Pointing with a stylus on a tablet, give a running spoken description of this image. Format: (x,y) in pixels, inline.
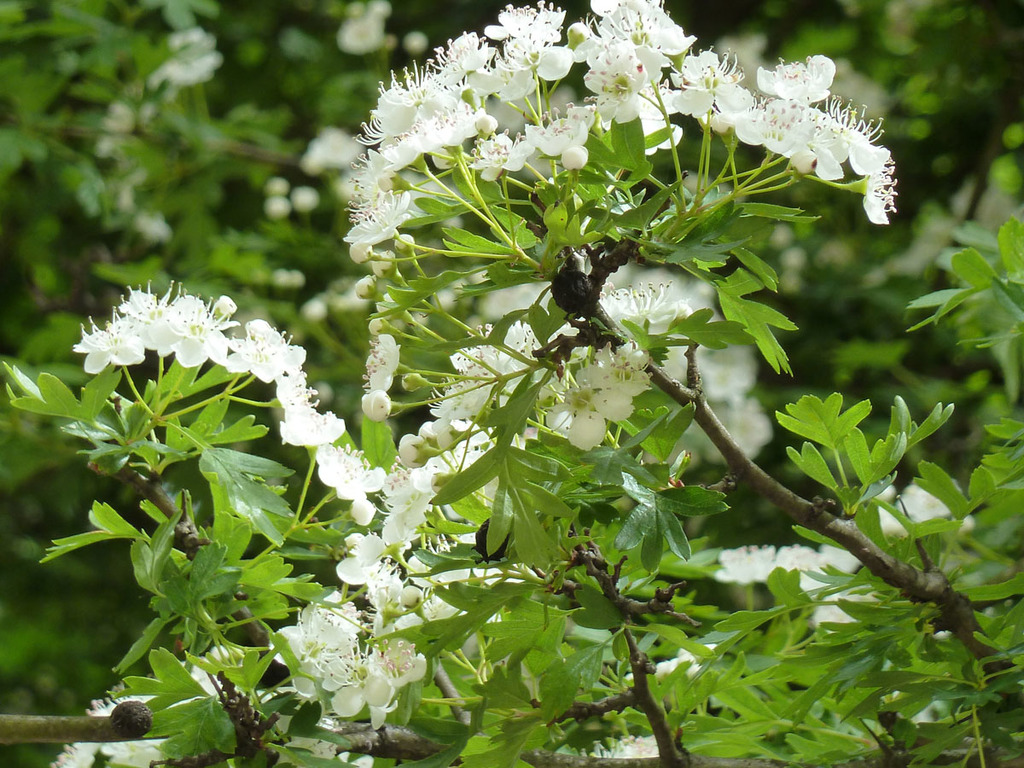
In the background (207,95) we can see the green leaves (207,95), flowers (209,53). This picture is mainly highlighted with the flower plant (973,640). We can see the white flowers (744,113) and the buds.
